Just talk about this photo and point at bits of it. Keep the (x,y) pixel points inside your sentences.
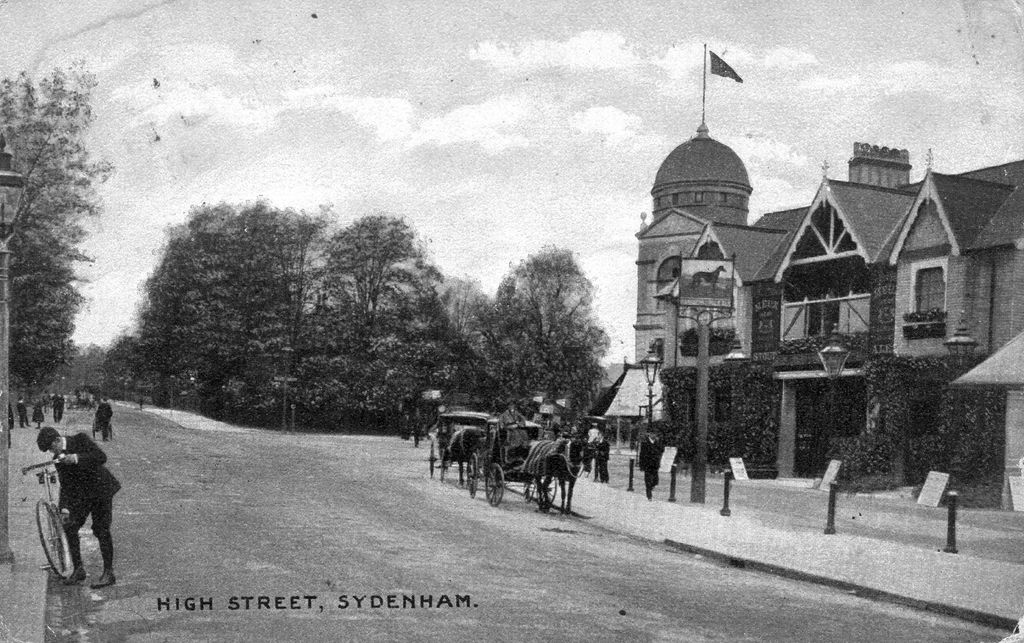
In this picture we can see some horse carts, some people (104,418) are walking on the road (422,511), side we can see building (800,344), around we can see some trees (447,309).
